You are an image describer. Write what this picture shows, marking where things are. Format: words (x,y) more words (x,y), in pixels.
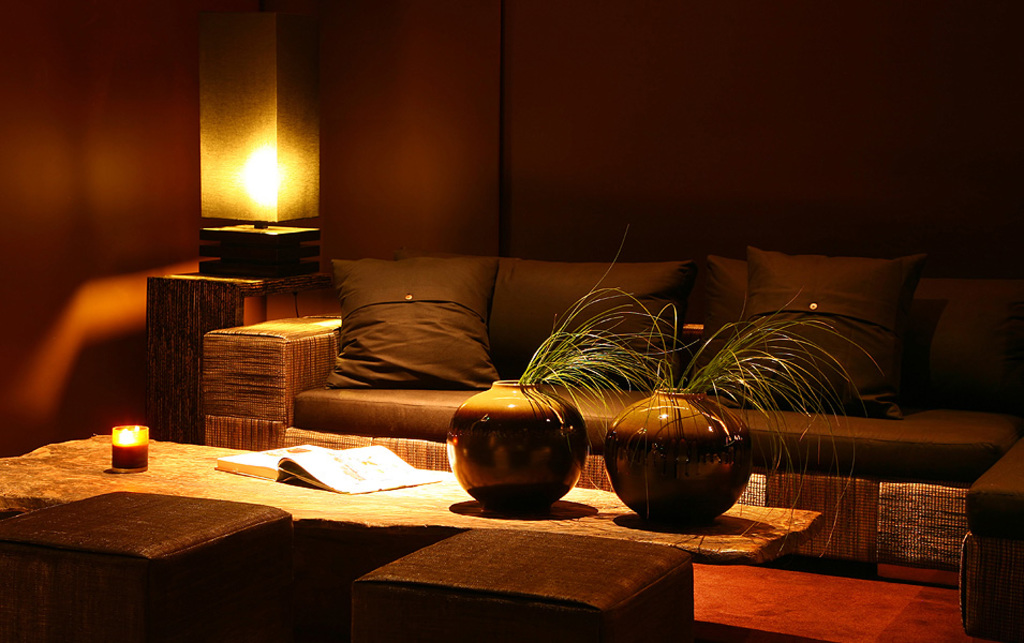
This is the picture of a place where we have a sofa (576,285) to the corner and beside the sofa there is a lamp (235,203) and there is a table (597,511) in front of the sofa (593,479) on which there are two plants (633,499), a candle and a book (264,456).
